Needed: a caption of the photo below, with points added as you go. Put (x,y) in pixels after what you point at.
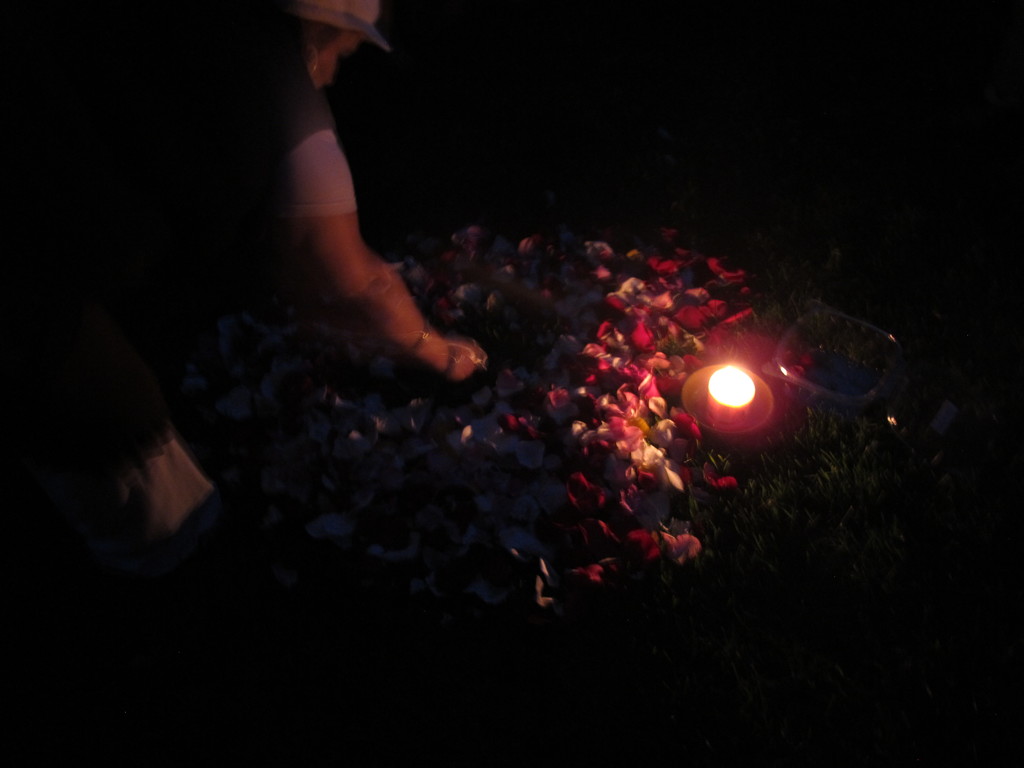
In this image we can see a person (329,28) wearing a hat (342,27). On the ground (737,562) there is grass (716,575). Also there are flowers (418,424) and a candle (730,409) on a bowl (699,405).
